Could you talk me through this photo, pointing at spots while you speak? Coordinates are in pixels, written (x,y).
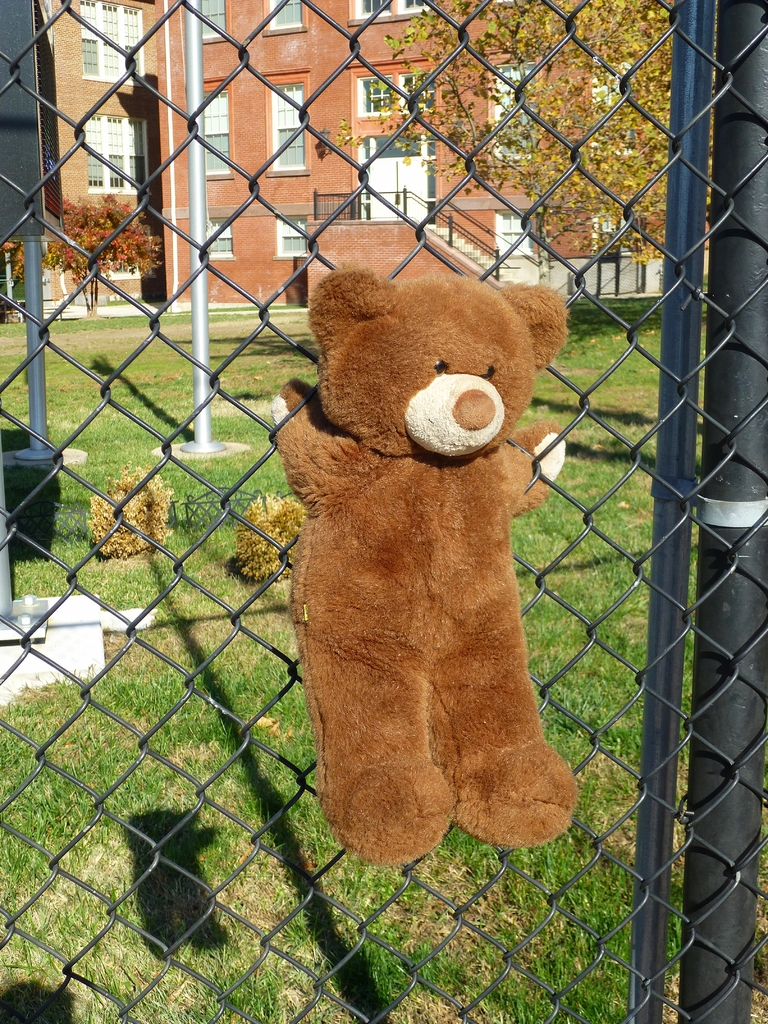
In this picture I can see a doll (487,807) attached to the net (563,646), in the background (435,100) there are trees (490,90) and buildings (415,187). At the bottom (298,918) there is the grass (298,918).
